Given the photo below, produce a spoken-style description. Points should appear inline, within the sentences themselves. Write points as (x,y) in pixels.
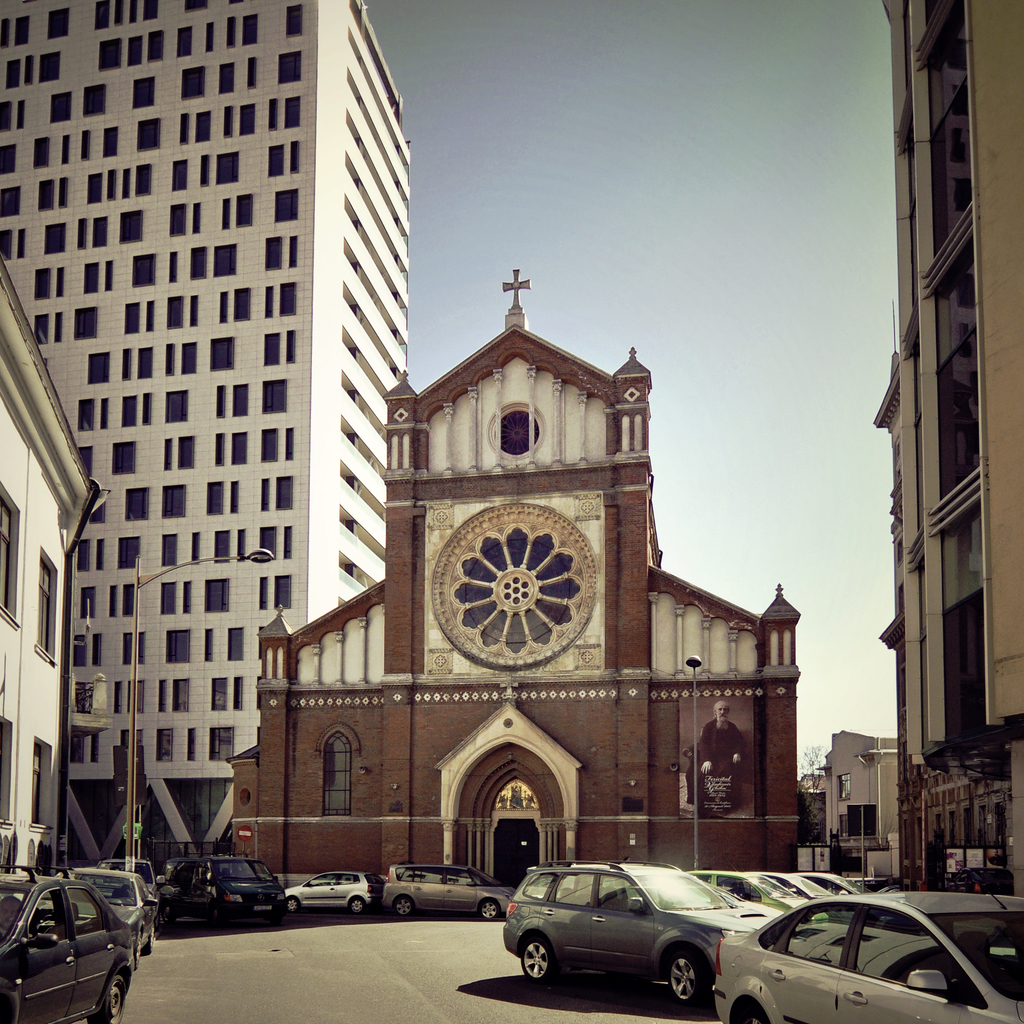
Vehicles (866,1005) are on the road (502,935). Here we can see light poles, buildings (405,626) and tree (805,769). Background (722,194) we can see the sky (614,124).
